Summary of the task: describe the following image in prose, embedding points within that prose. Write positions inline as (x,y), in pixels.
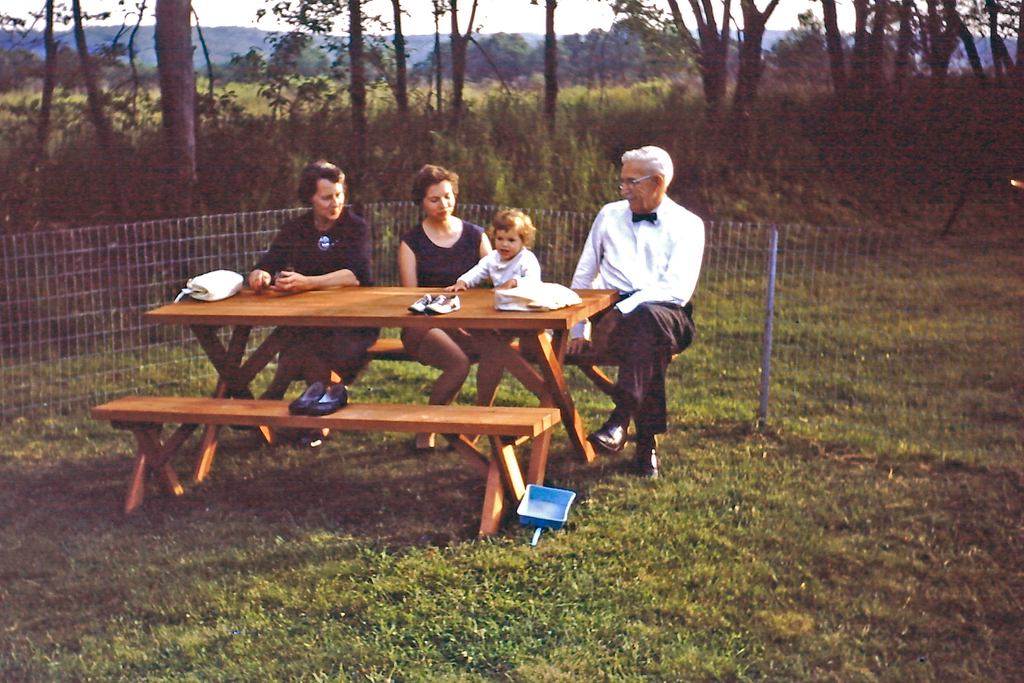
In this picture we can see four persons (601,258) sitting on the bench (596,366). And this is the table (388,305), on the table (231,305) there is a bag (237,278), shoe (418,310). And this is the grass (567,593). Here we can see a fence (872,314). On the background (397,73) we can see some trees (601,57). And this is the sky (513,22).
